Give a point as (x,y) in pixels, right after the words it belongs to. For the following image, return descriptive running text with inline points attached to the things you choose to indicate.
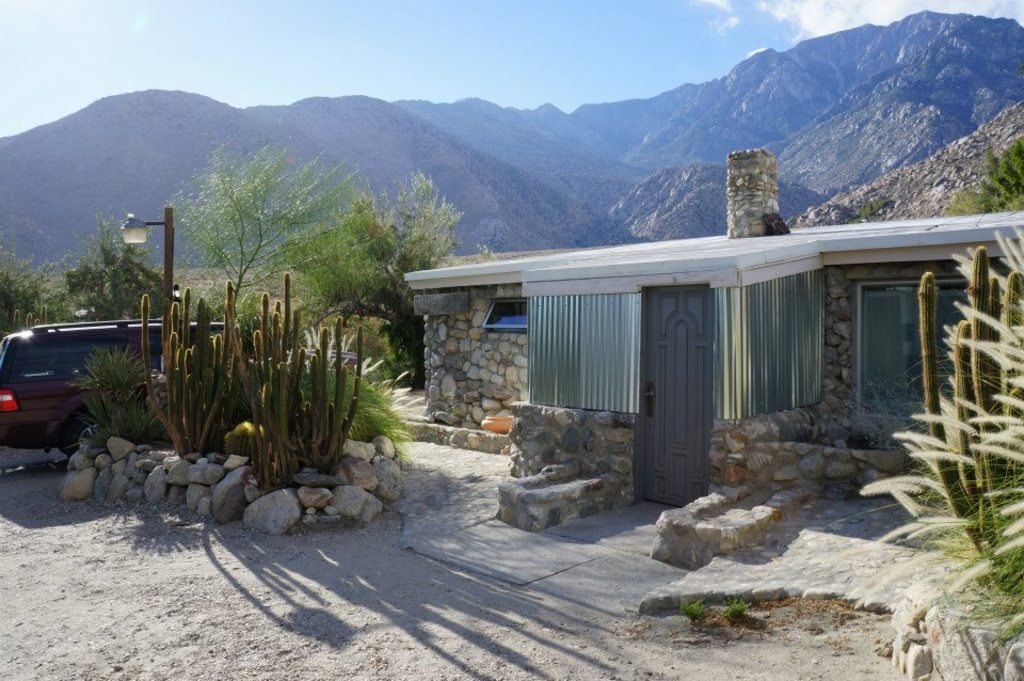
In the image we can see the mountains (351,115) and the house (616,351). Here we can see the cactus plants (186,385), grass plants (361,379) and trees (227,270). Here we can see the vehicle (54,352), light pole (148,222), stones (162,460) and the sky (344,36).
